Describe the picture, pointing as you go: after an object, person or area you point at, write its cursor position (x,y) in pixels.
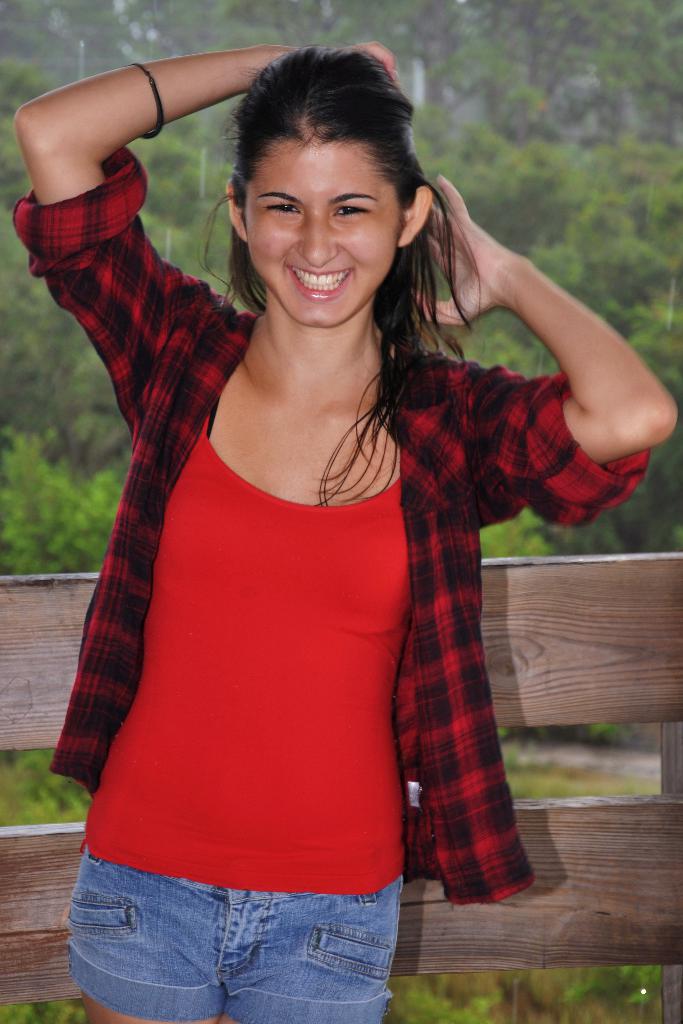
In this picture there is a woman (288,447) wearing red top (294,605) is smiling and there is a wooden fence (547,690) behind her and there are trees (493,225) in the background (122,416).
